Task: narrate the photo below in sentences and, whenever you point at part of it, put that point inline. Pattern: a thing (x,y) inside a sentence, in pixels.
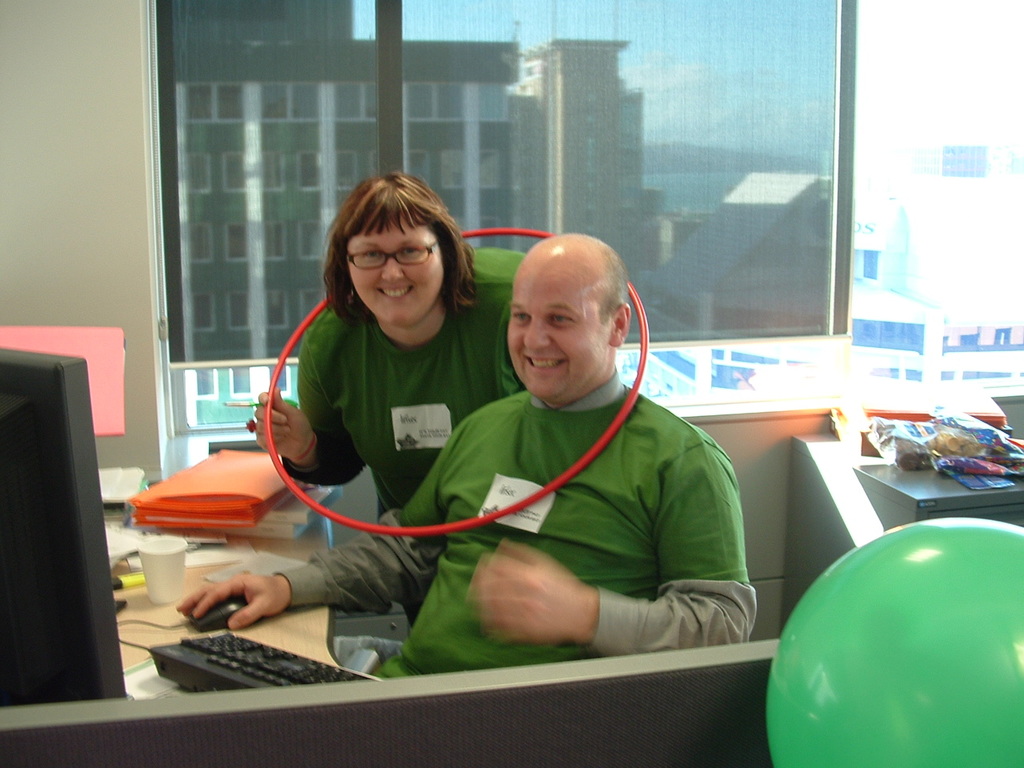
There are two members (489,440) wearing a green t shirt (411,393) inside of a red colored ring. One is a man (525,406) and the other is woman (440,305). The woman (447,281) is wearing a spectacles (424,255). The man (498,414) is working in front of a computer (77,609) holding a mouse (218,619). On the computer table (130,619) there is a glass (165,556) and some files (228,522) on it. In the background (201,235) we can observe some buildings (449,142) through the window (670,150). In the right side (830,568) there is a balloon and some food items (900,462) here.
